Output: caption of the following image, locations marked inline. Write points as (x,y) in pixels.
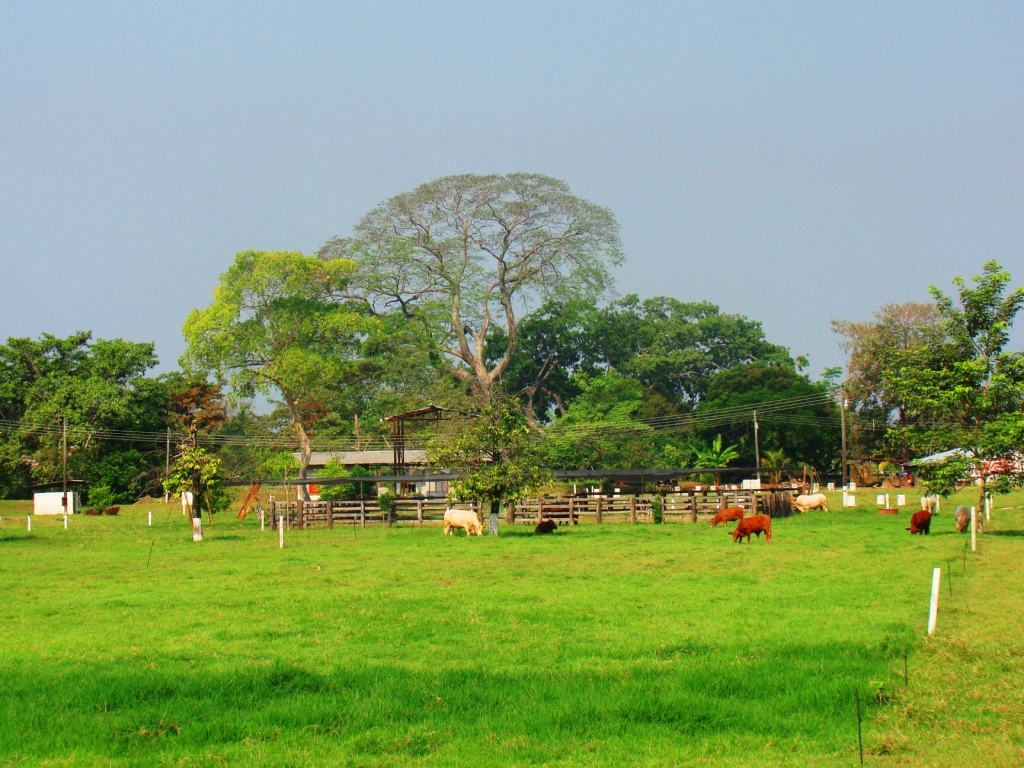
In this image we can see trees (947,385), grass (579,642), cows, fencing (588,513), house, poles (65,448) and sky (727,117).
